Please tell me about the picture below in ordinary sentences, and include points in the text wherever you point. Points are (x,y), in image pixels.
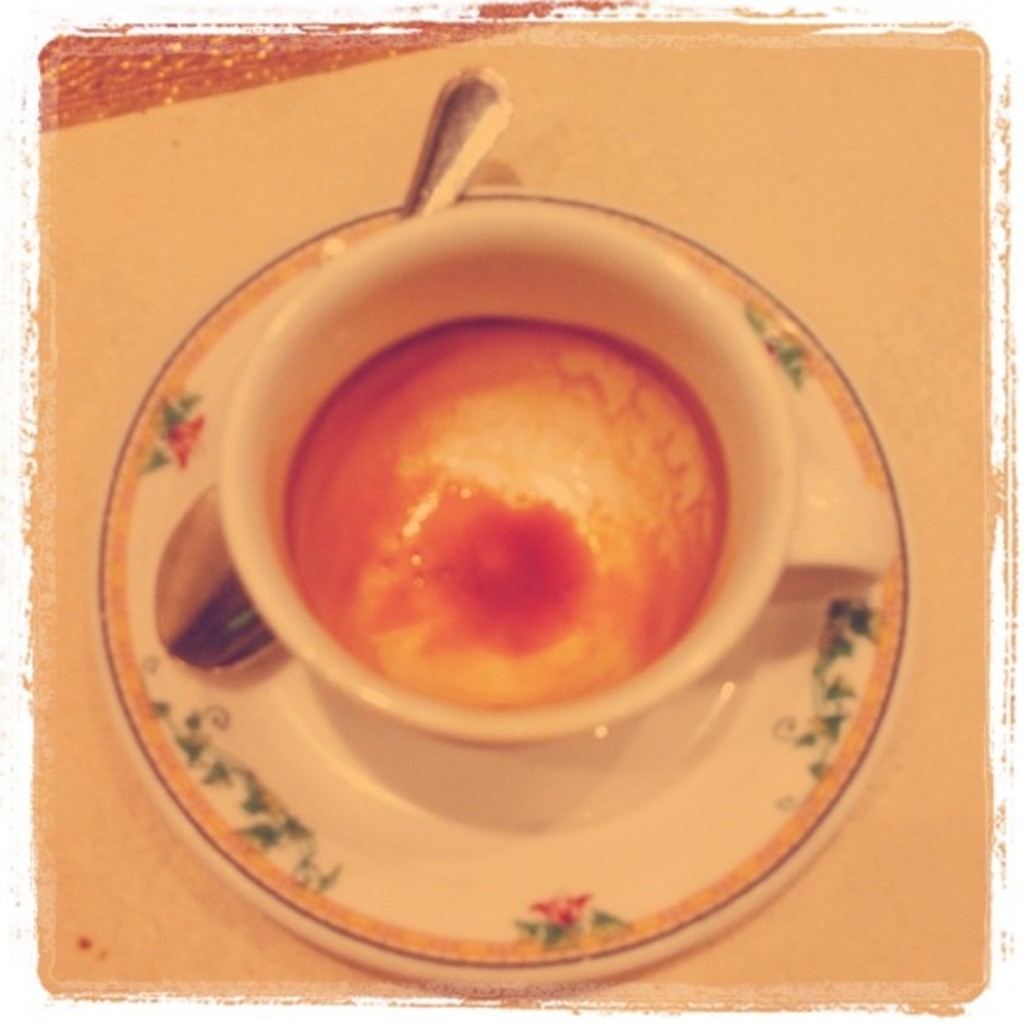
In this picture we can see a saucer (515,934) on an object (851,927) and on the saucer (408,857) there is a spoon (193,636) and a cup (390,707) with some liquid (439,608).
